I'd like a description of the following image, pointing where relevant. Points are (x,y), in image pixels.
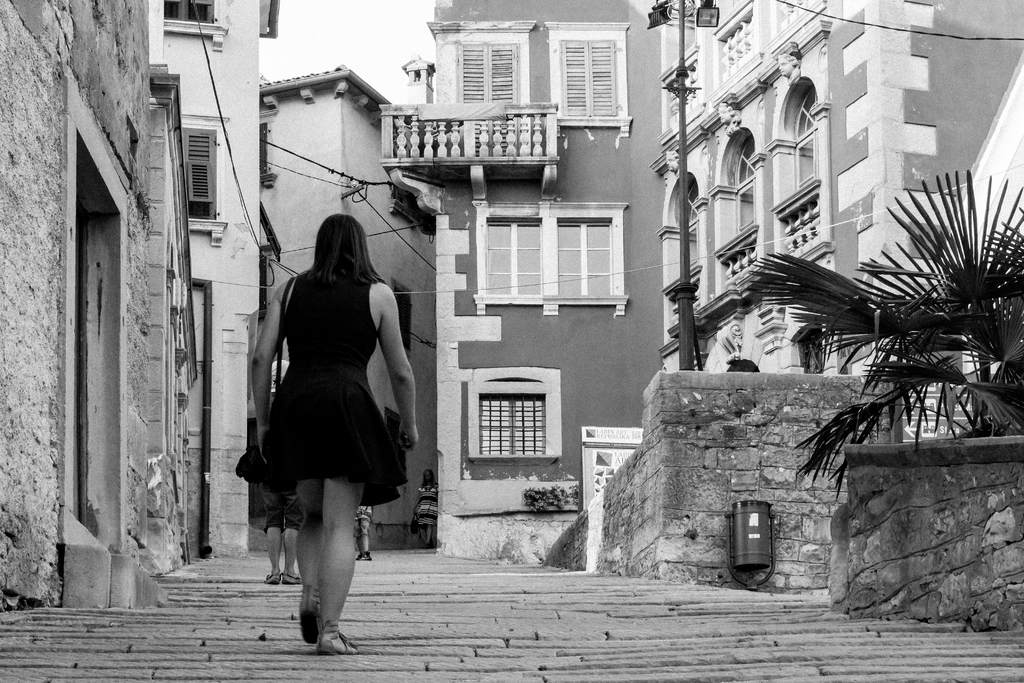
In this image there are persons (293,466) walking in the center (347,436). On the right side (708,253) there are buildings (709,234) and there is a light pole (681,227) and there is a plant (959,372). On the left side (146,206) there are buildings (170,145) and in front of the buildings (205,108) there are wires (214,88).
